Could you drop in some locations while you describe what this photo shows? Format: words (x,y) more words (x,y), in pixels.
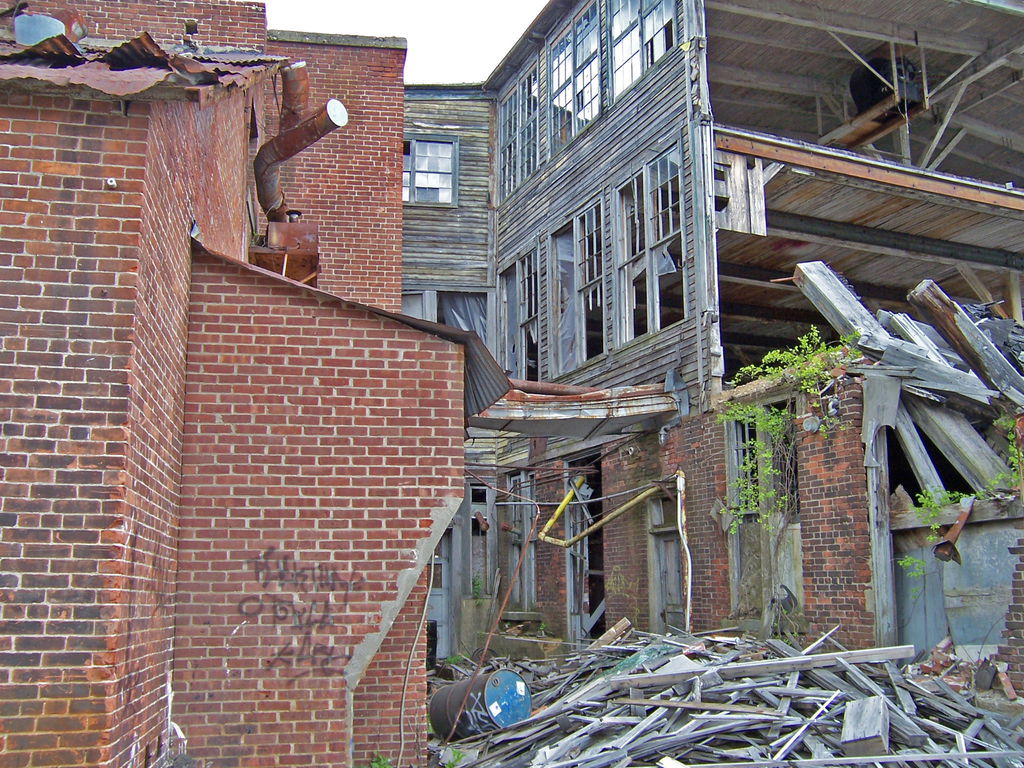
In this picture we can see buildings (410,271), at the bottom (827,707) there are some sticks (823,732) and metal rods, we can see a barrel (498,697) in the middle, on the right side (771,455) there are plants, we can see the sky (422,38) at the top of the picture (453,29).
